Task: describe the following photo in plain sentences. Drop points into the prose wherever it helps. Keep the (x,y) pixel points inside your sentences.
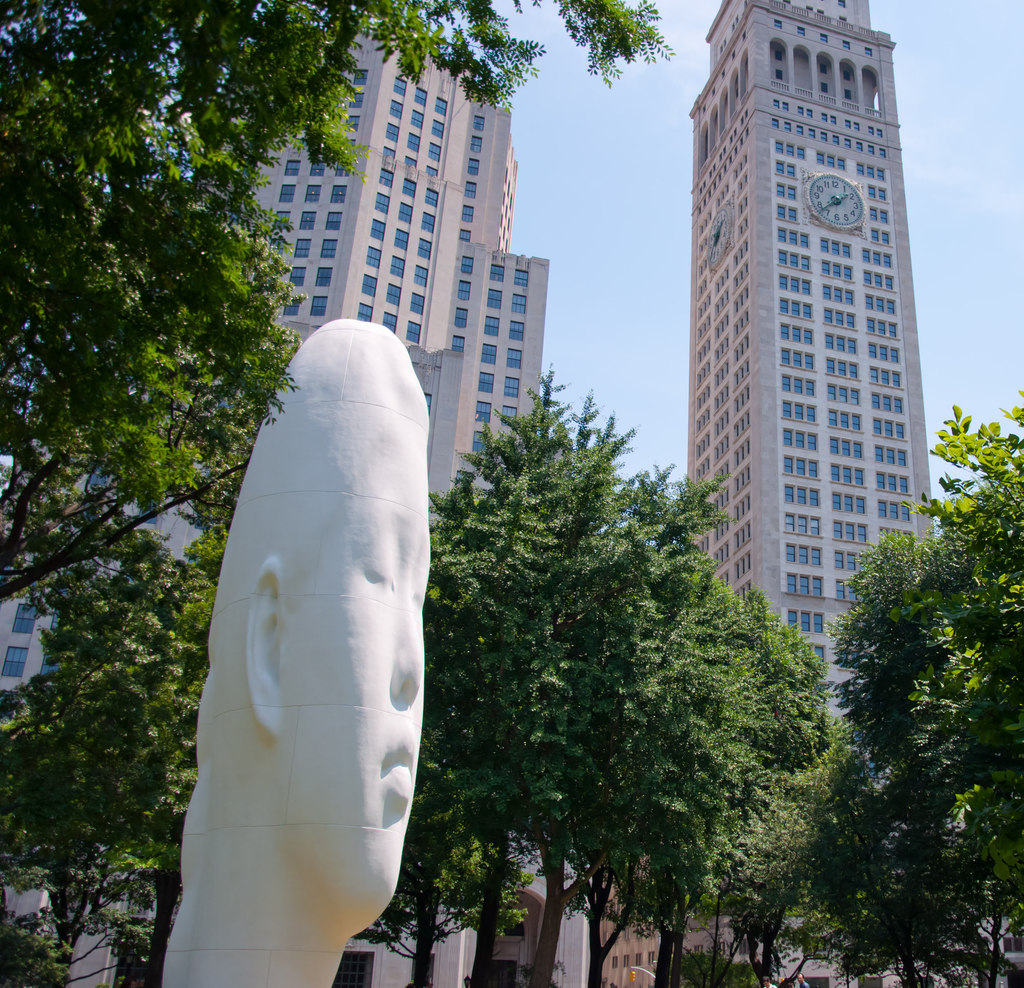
In the picture we can see a sculpture (367,744) of a man's face (353,348), which is white in color and behind with it, we can see some trees (97,637) and tower buildings (827,149) with a clock (839,219) on one building (829,463) and in the background (663,202) we can see a sky (620,242).
